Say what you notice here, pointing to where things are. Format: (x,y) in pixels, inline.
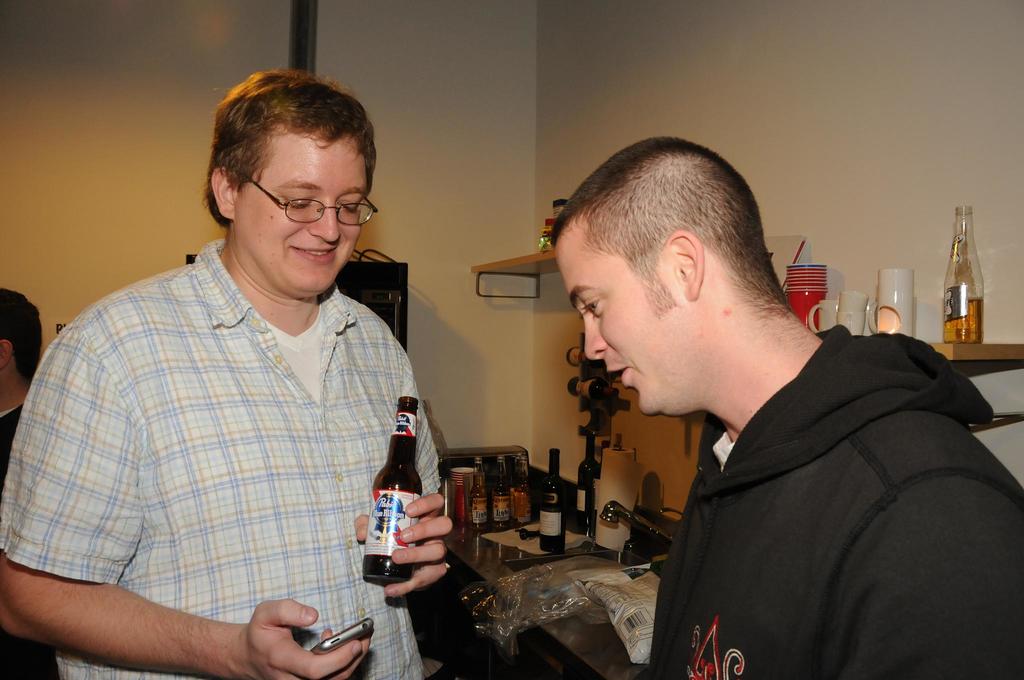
There are two men (292,525) in this picture. One guy (306,591) is holding a bottle (366,554) in his hand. He is wearing a spectacles (334,207). In the background (494,527) there is a table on which some bottles (551,506) were placed. We can observe a wall (564,82) here.
